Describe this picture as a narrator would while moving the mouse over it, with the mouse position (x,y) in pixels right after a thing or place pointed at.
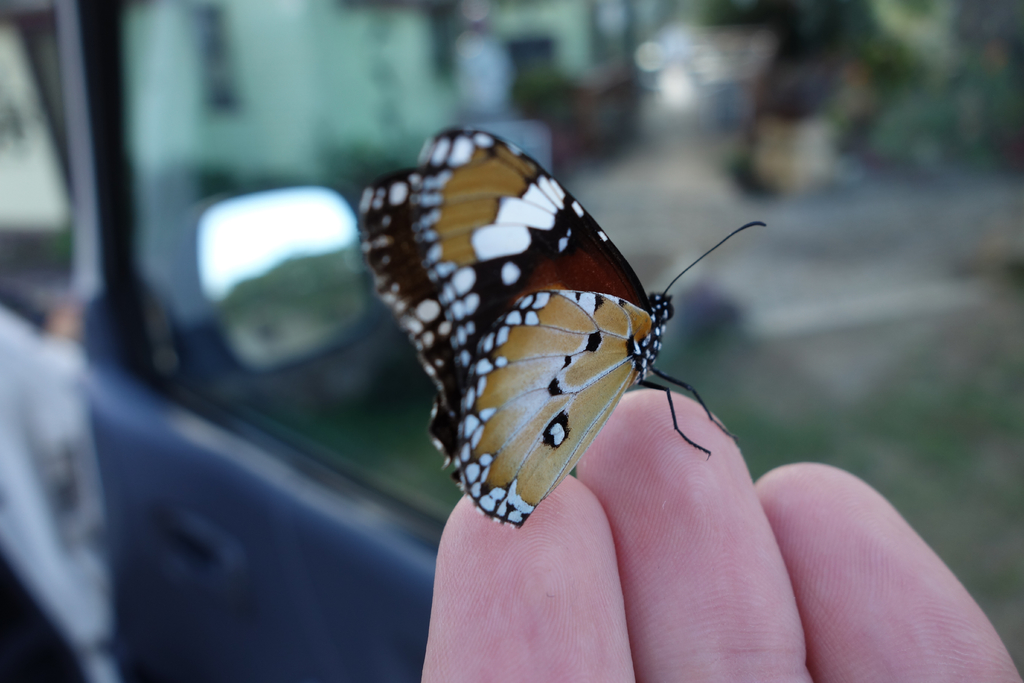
This image consists of a butterfly (525,286). At the bottom (723,624), we can see the fingers (715,619) of a person (622,606). In the background (275,242), looks like a vehicle (256,681).
